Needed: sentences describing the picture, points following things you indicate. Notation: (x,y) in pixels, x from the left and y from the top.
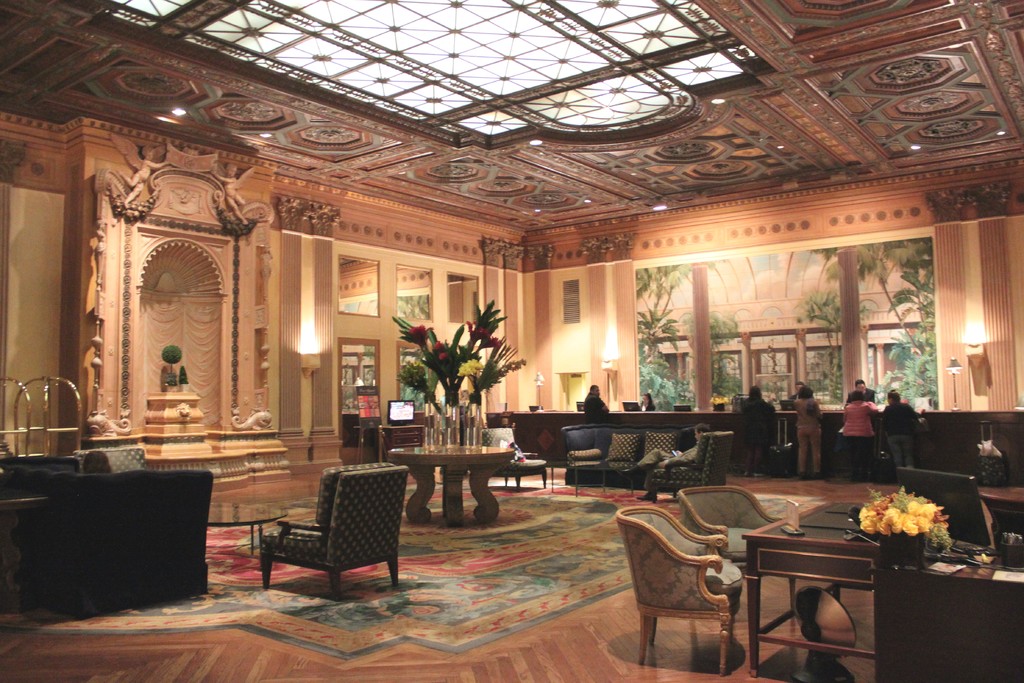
In this image I can see few sofas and few chairs (726,547). In the background (799,451) I can see number of people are standing. I can also see flowers (497,382) and few lights (538,388).
